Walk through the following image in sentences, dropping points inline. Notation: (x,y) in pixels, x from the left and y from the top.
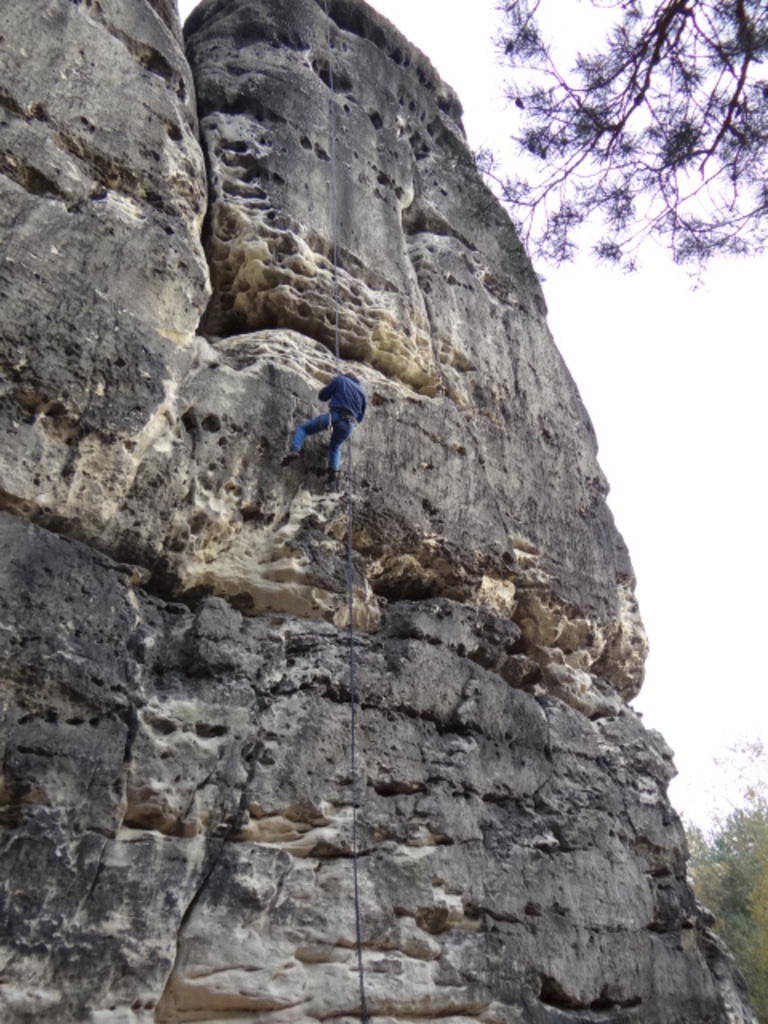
In this image I can see the person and the person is wearing blue color dress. Background (432,336) I can see the rock (425,329), trees (716,906) in green color and the sky (659,442) is in white color.
